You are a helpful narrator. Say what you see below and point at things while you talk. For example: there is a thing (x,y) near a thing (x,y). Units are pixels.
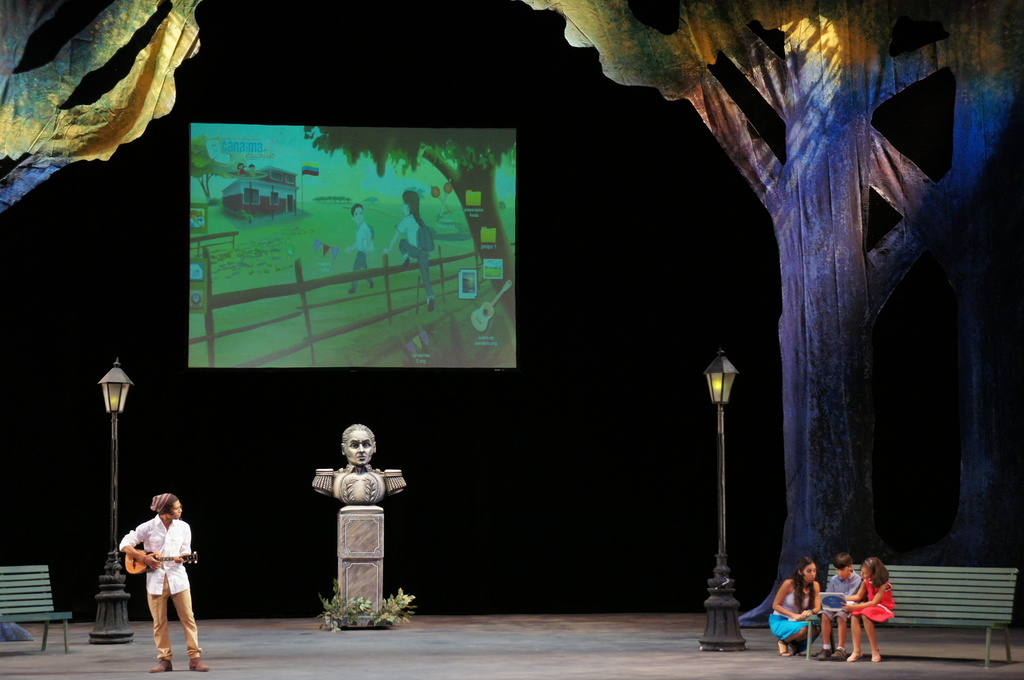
In the image we can see a man (176,606) standing wearing clothes (155,626), shoes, cap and he is holding a guitar (145,567) in his hand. At the right side of the image (870,618) we can see two children's (853,617) sitting on the chair (918,602), they are wearing clothes (891,605) and beside them there is a woman (789,611). Here we can see two light poles (727,398), sculpture (326,491), screen (313,289) and decorative trees (800,146).
